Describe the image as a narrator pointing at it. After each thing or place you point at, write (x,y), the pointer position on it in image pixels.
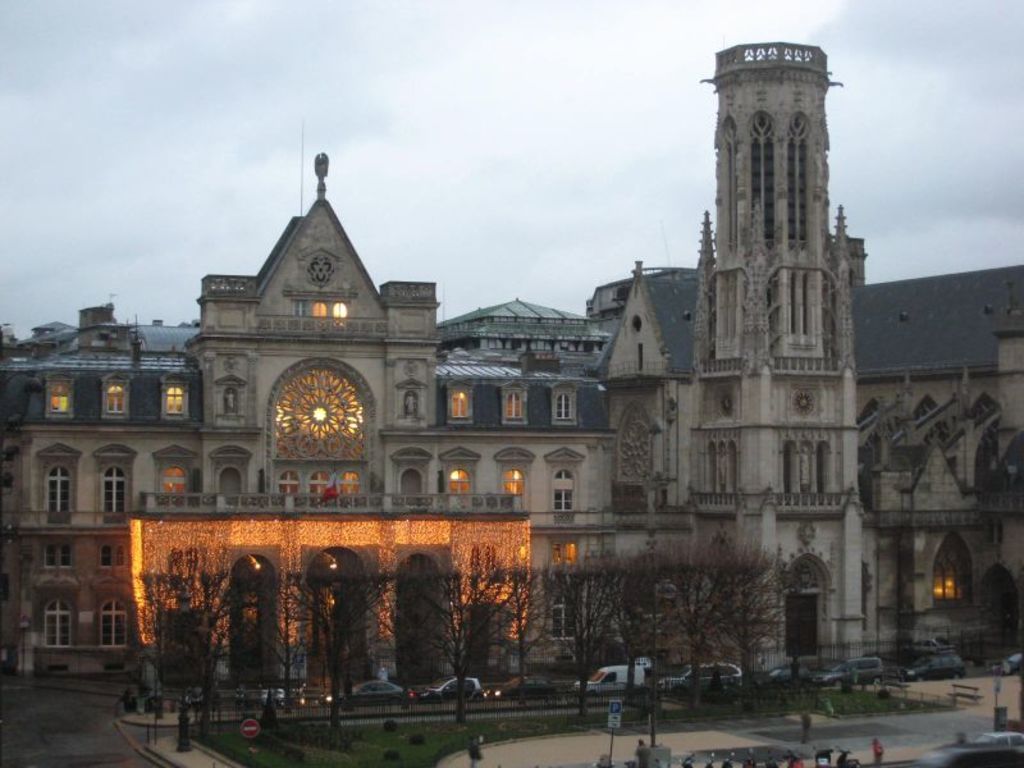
As we can see in the image there are buildings (149,446), windows (507,402), fence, trees (580,641), grass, vehicles (390,682) and motorcycles (611,760). At the top (295,79) there is sky (353,58).
